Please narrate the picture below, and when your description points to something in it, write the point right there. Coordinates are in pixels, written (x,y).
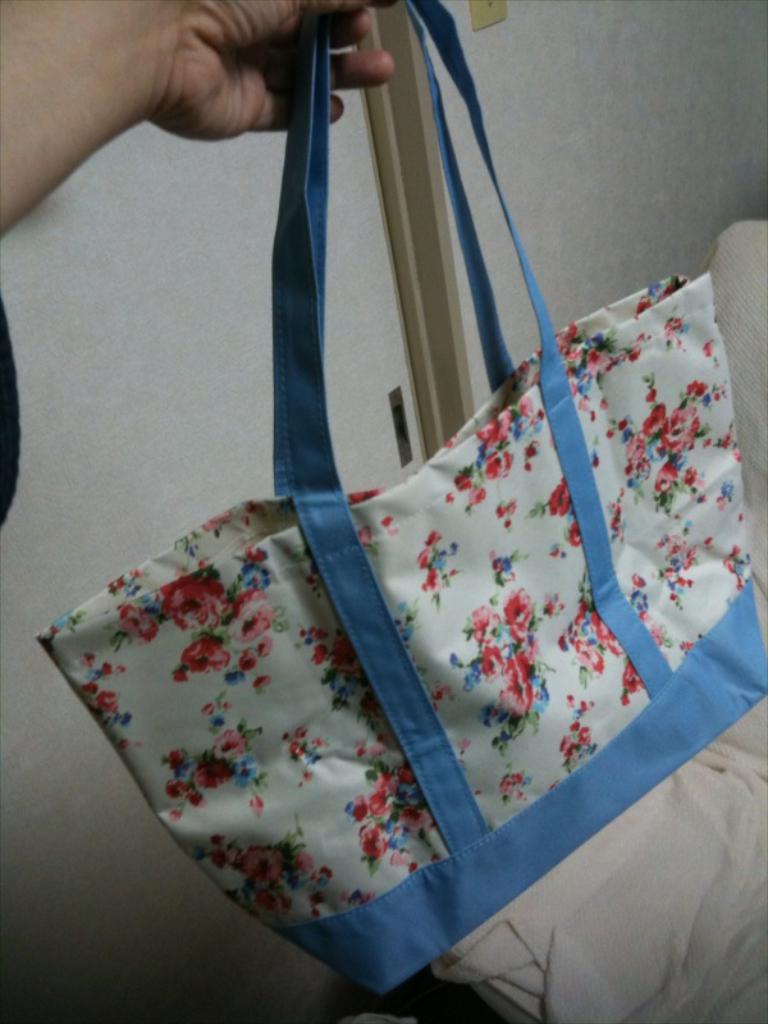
In the picture we can see person (89,0) holding bag (560,341) with ease and in background (595,152) we can see wall (631,167), cloth (575,928).
